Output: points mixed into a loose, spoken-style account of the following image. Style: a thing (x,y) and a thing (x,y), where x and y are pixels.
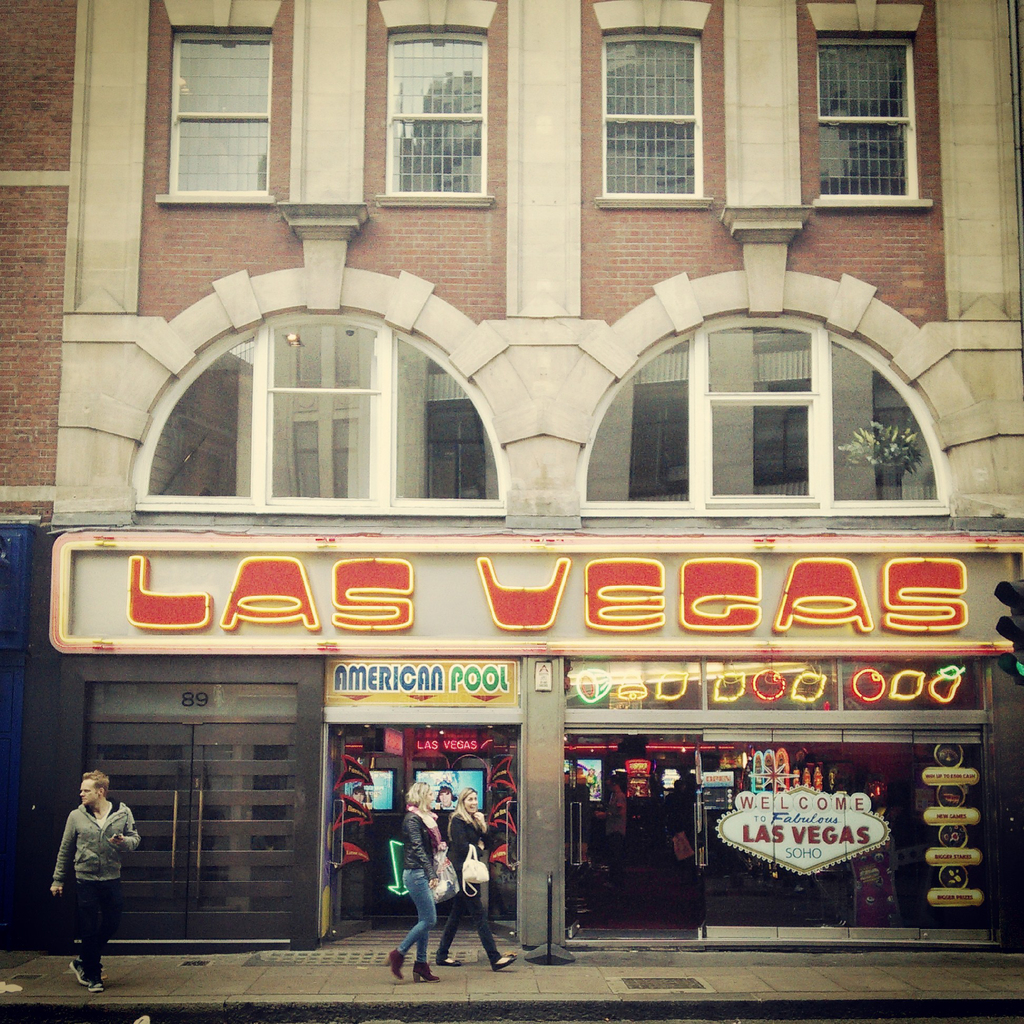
At the bottom of the picture (459,898), we see two women (429,882) and a man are walking on the footpath (525,952). Beside them, we see a building (575,458) in white and brown color. This building (478,229) is made up of brown colored bricks (456,281). Beside that, we see the glass door (834,747) and a board (748,827) in white and yellow color with some text (147,626) written on it. We see the windows (598,468) and flower pots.
